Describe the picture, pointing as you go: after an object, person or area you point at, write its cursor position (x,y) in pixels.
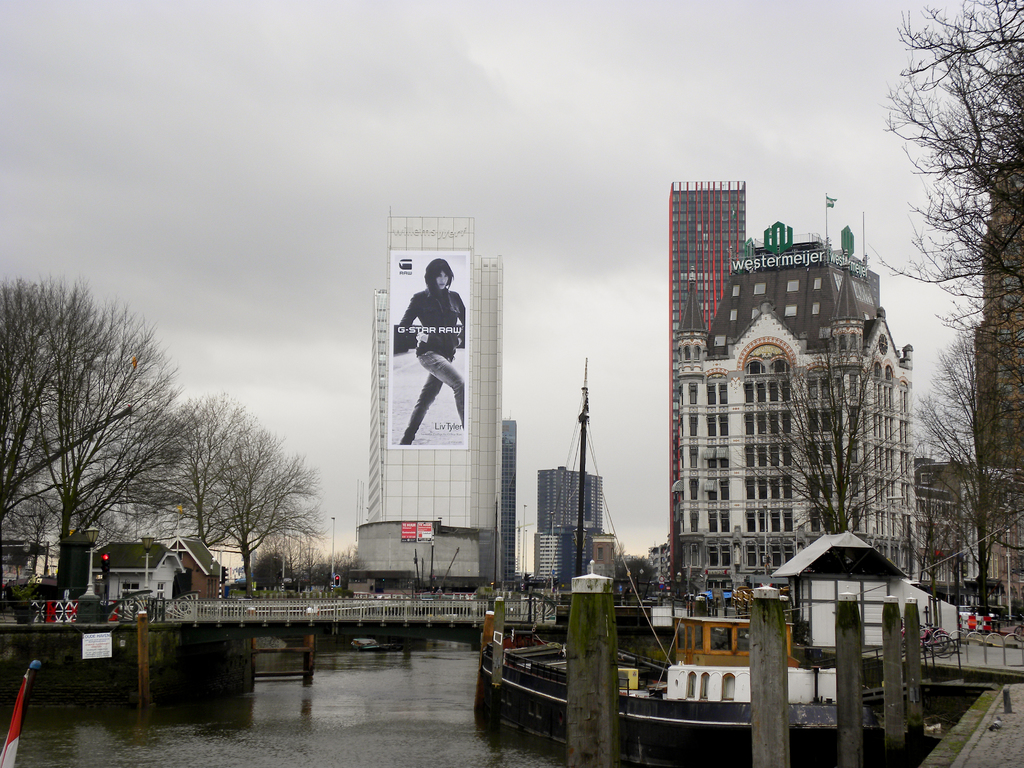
There is a bridge (302,633), trees (345,572), buildings (666,557) and a surface of water (293,695) at the bottom of this image (390,745). The sky (255,257) is in the background (369,245).
